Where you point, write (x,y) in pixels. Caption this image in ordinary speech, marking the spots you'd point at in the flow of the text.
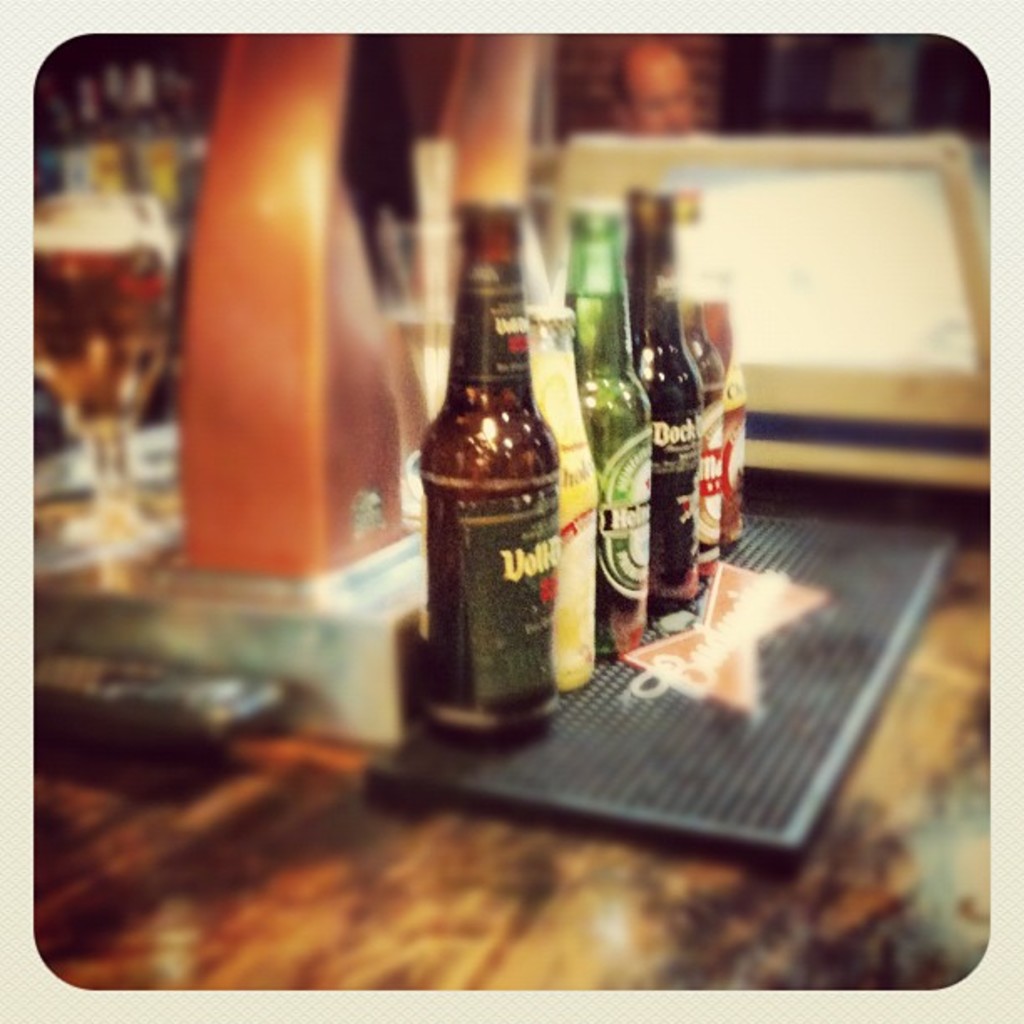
These are the beer bottles (637,576) in the middle (603,615).
